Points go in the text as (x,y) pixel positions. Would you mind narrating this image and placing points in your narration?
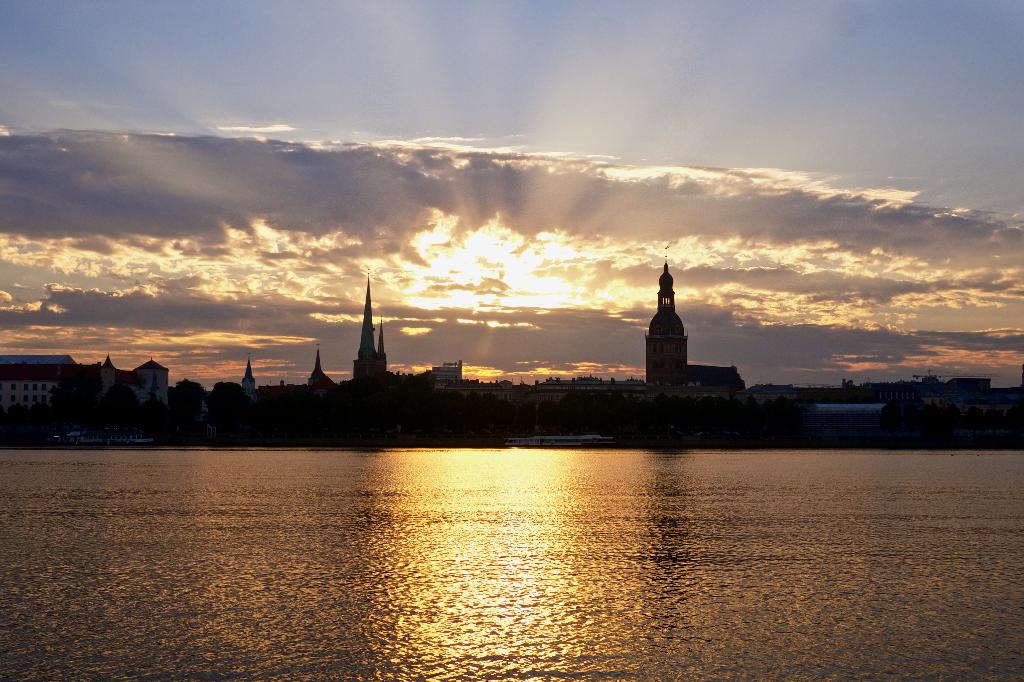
Here in this picture in the front (723,495) we can see water (785,481) covered over a place (495,669) and on the ground (433,444) we can see buildings (307,388) and houses (968,405) present and we can see sun (472,278) and clouds (370,247) in the sky (621,234).
